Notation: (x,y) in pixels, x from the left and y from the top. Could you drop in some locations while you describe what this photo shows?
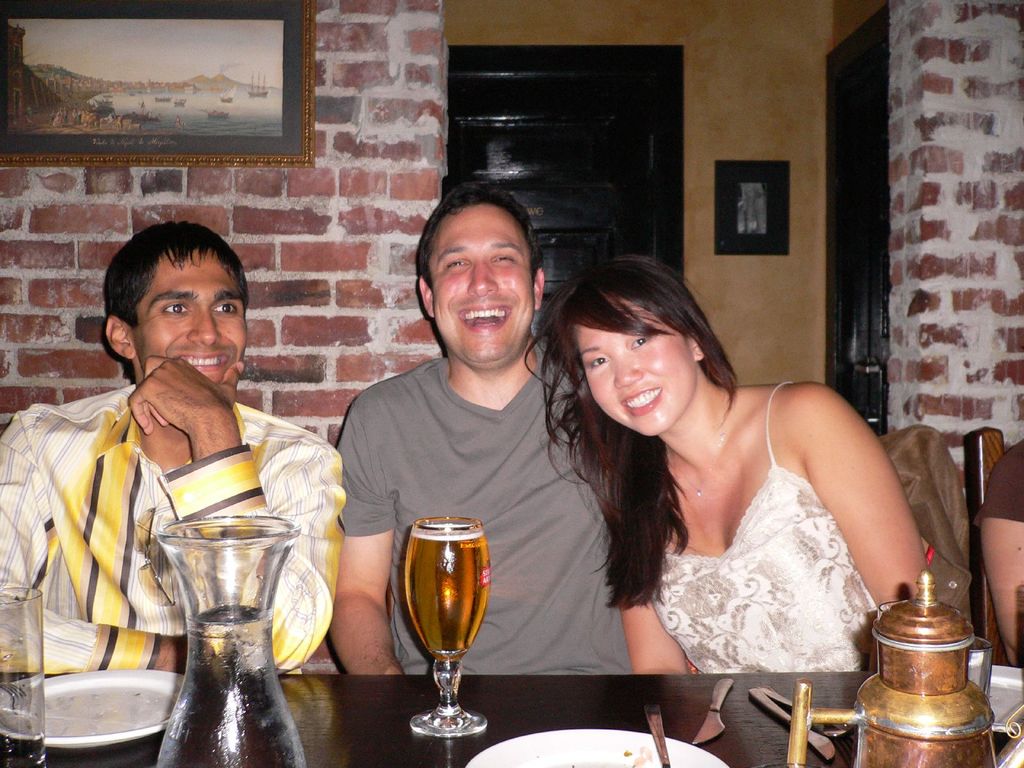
These people (46,489) are sitting on chairs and smiling. On this chair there is a jacket (896,466). In-front of these people (717,466) there is a table (440,767), on this table (449,761) we can see plates (168,682), glasses (457,712), knives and things (188,719). Pictures (763,235) are on the wall (402,88). Background (384,79) we can see brick walls (963,349) and doors (568,222).
